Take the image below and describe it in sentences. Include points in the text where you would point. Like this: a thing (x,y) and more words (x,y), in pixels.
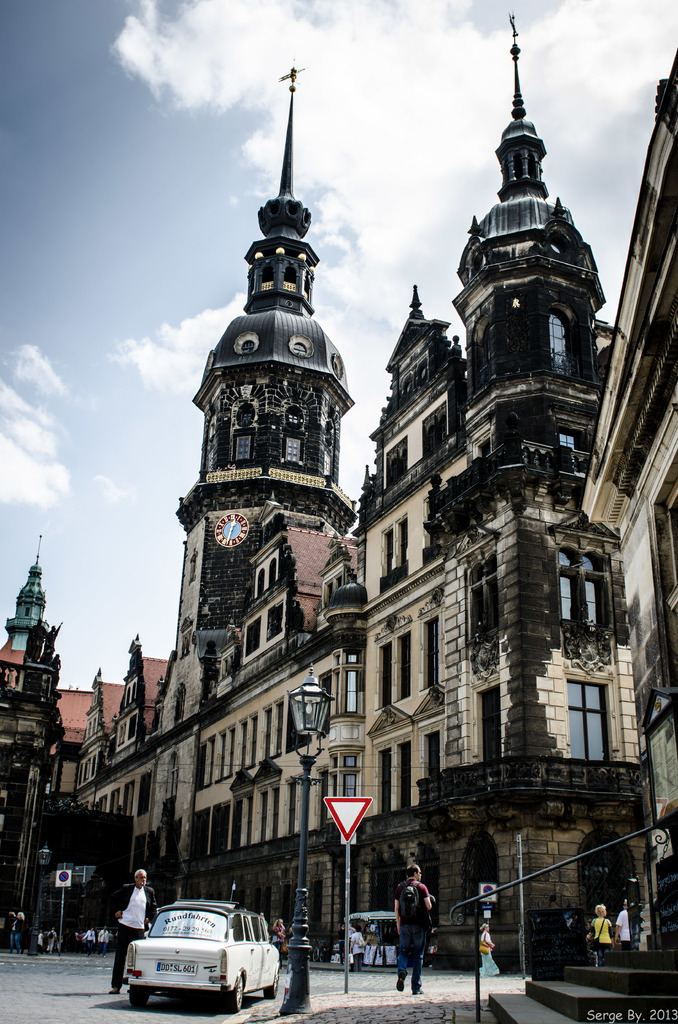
In this image, we can see buildings (194,837), poles (478,1020), sign boards (565,943), walls (545,739), glass windows (401,773). Background (245,237) there is a sky (224,111). At the bottom of the image (362,1020), we can see the road (134,1014), walkway (456,1023), stairs (545,1023), few people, vehicle (218,990). Right side (654,1020) bottom corner, there is a watermark (592,1017) in the image.
